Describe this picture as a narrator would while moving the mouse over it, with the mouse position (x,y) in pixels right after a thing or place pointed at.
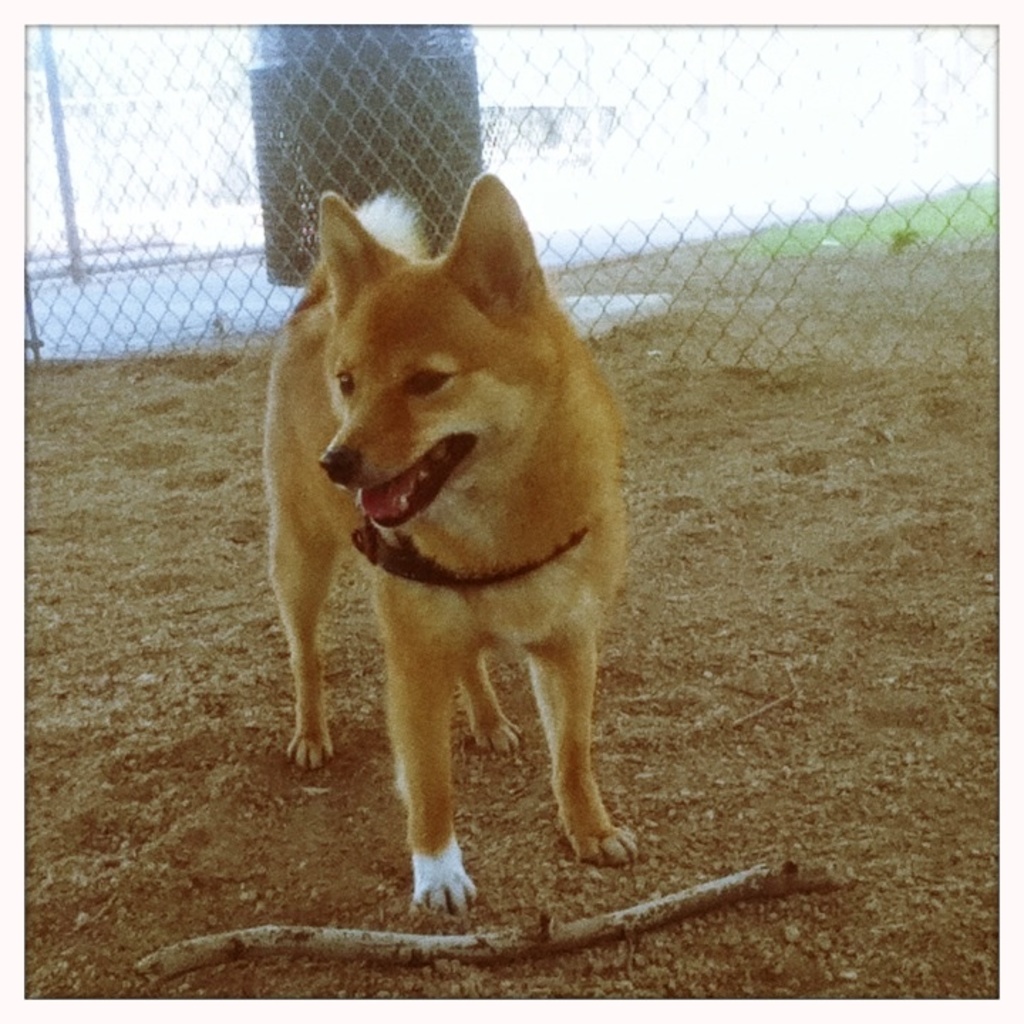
In this image I can see a dog (272,538) in brown and white color, in front (484,930) I can see a wooden stick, background (665,66) I can see a railing (681,66).
